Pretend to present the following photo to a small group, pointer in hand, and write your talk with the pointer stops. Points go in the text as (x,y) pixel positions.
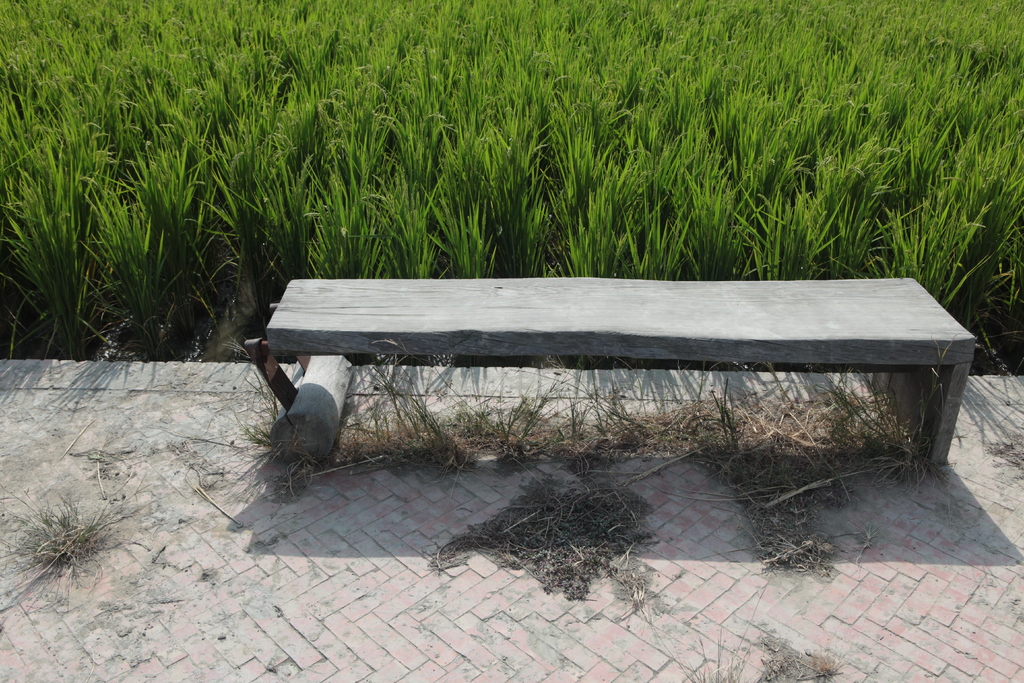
In this image here there is a bench (825,337). This is the floor (504,600). Few dusts (575,533) are there. In the background (455,166) there are plants (319,106).
